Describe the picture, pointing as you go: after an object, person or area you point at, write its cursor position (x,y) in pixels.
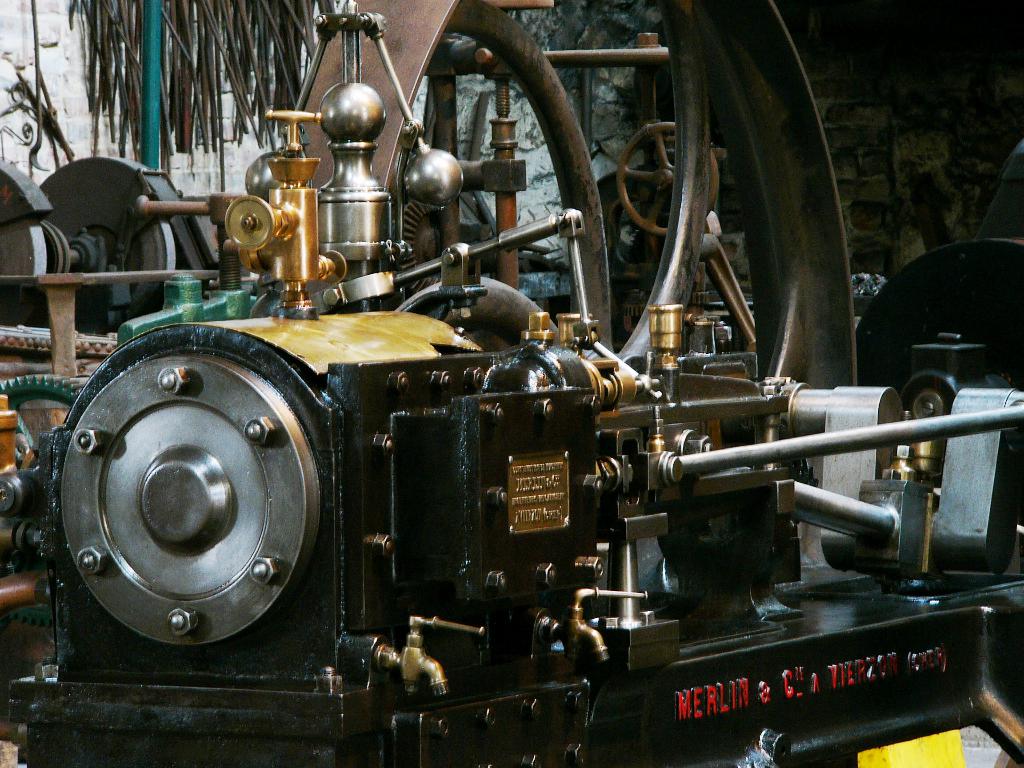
In this image I can see a engine (562,146) and at the top (613,68) I can see the wall (471,117).
